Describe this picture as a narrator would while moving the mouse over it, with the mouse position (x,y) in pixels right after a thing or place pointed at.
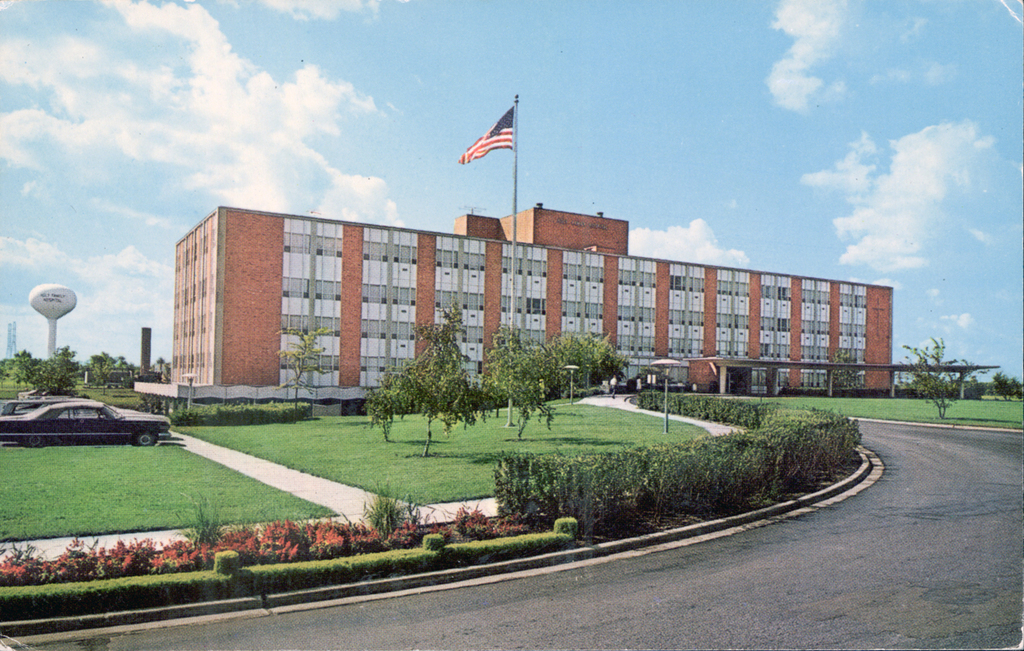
At the bottom (579,590) we can see road (556,589) and there are plants (373,537), poles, vehicles (24,412) on the ground (92,477), flag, light poles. In the background (233,327) there are buildings (768,371), trees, pillars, towers (50,299), some other objects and clouds (142,18) in the sky (459,21).
